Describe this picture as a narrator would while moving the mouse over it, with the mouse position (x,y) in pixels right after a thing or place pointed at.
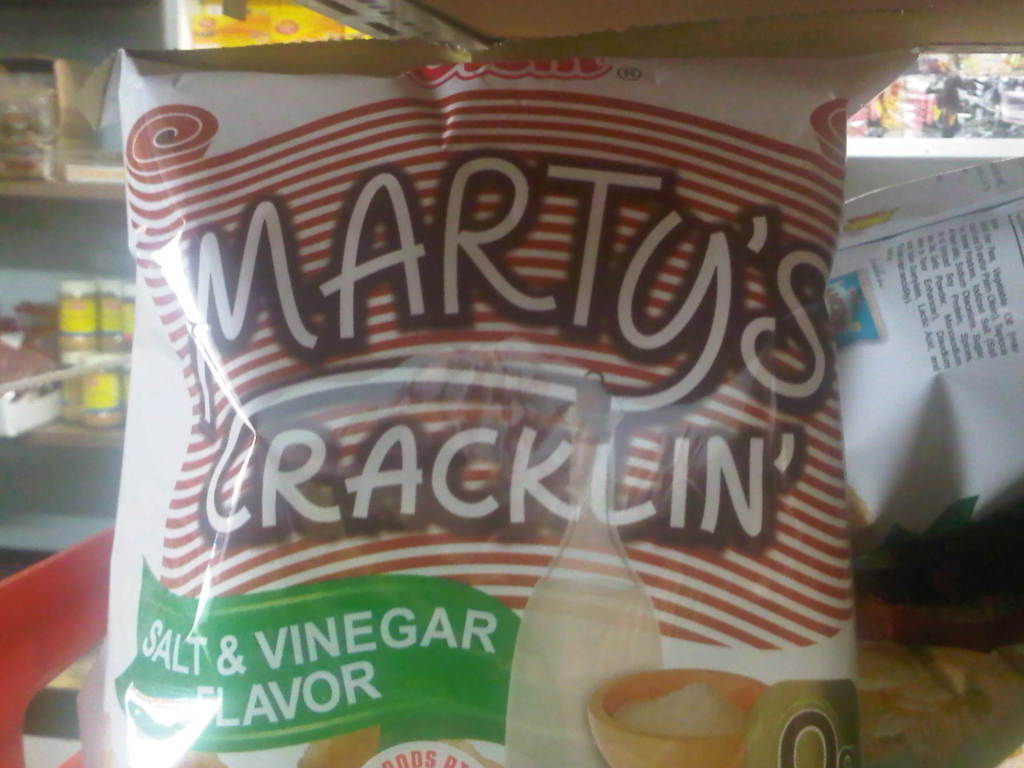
In the center of this picture (580,265) we can see a bag of food item (447,248) on which we can see the text (713,260) and some pictures (610,755). In the background (43,321) we can see the cabinets (79,52) containing bottles (93,307) and many other objects (914,346).
